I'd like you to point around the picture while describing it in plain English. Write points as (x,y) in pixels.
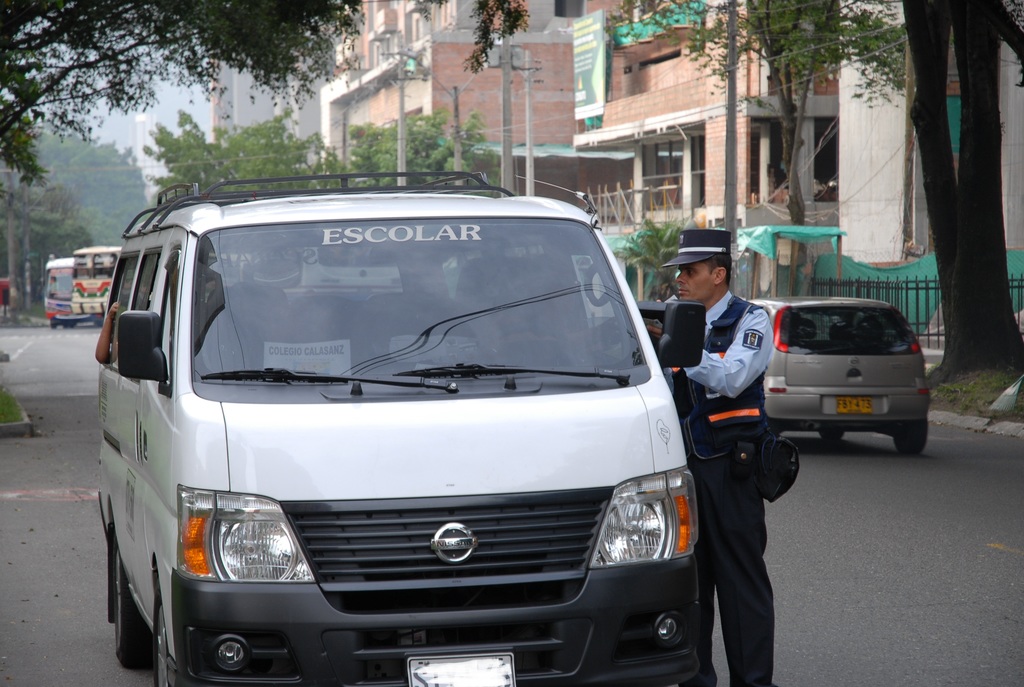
As we can see there are many vehicles (796,406) on the road (814,448) and the police man (721,393) is talking to the person (606,325) sitting in the vehicle (566,304). There are many trees (338,157) around and the buildings (432,95), the building (447,64) color is light maroon color. These are the electric poles (405,74).
